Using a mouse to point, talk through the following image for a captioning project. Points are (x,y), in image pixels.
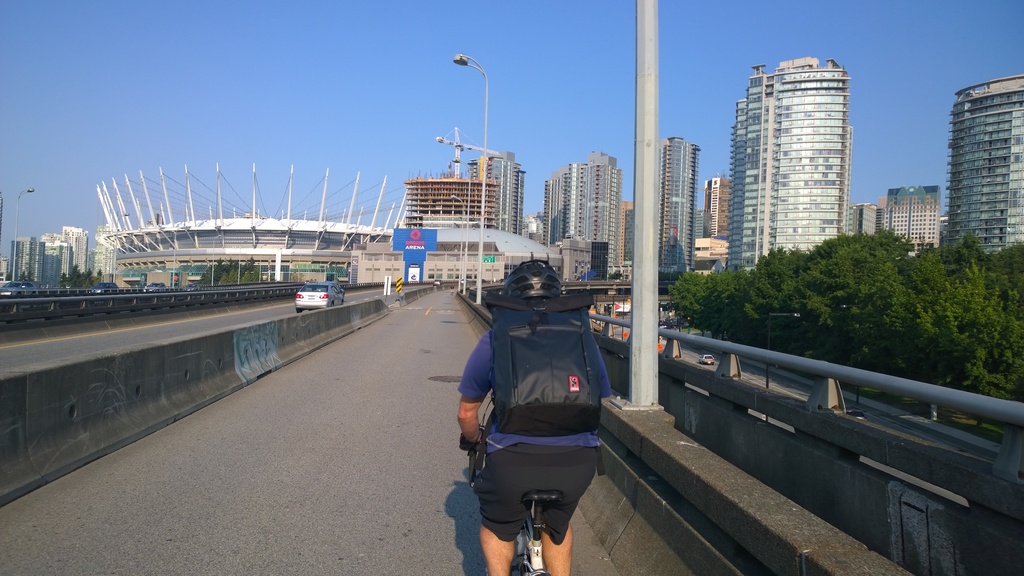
In this image I can see number of buildings (441,233), poles (468,218), street lights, number of vehicles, trees (742,325), the sky (188,125) and here I can see one person (500,514) is sitting on a bicycle (549,497). I can see this person (506,564) is carrying a bag (561,310) and wearing a helmet (553,288). In the background (423,245) I can see something is written over there.
